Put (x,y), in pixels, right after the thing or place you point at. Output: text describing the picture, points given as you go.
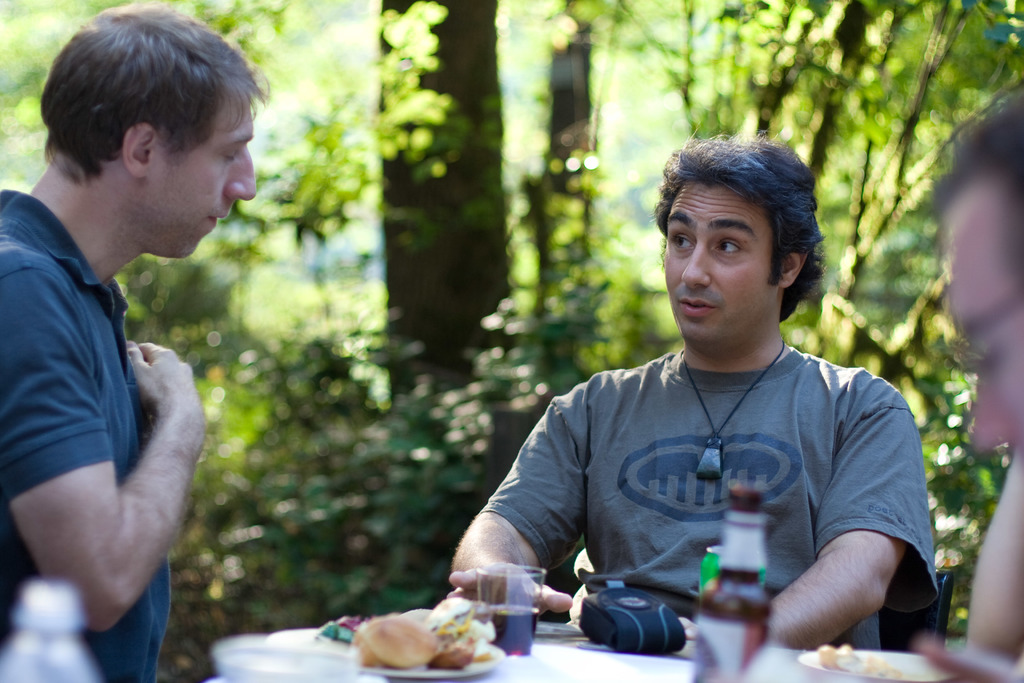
In the middle of the picture (661,408), we see a man (827,498) is sitting on the chair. In front of him, we see a table (564,665) on which camera bag (647,636), glass (528,591), sauce bottle (737,638), plate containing food items (421,641) are placed, The man (168,430) on the left side (49,302) is talking to the man (483,552). There are trees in the background (248,324). This picture is blurred in the background (539,249).
